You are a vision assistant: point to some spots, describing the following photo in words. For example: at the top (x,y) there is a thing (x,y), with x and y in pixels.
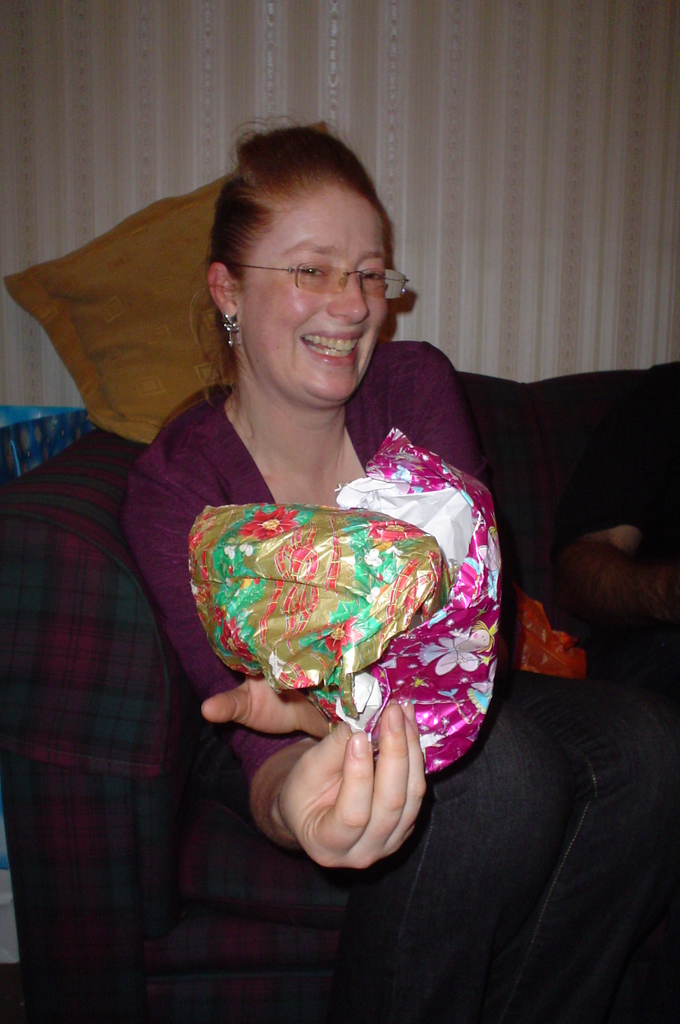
This picture shows a woman (203,686) seated and she is holding, gift covers (400,613) in her hand (390,783) and we see a sofa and a cushion (139,329) on the back (127,328) and women (312,382) wore spectacles (330,289) and smile (324,350) on the face (300,329).
